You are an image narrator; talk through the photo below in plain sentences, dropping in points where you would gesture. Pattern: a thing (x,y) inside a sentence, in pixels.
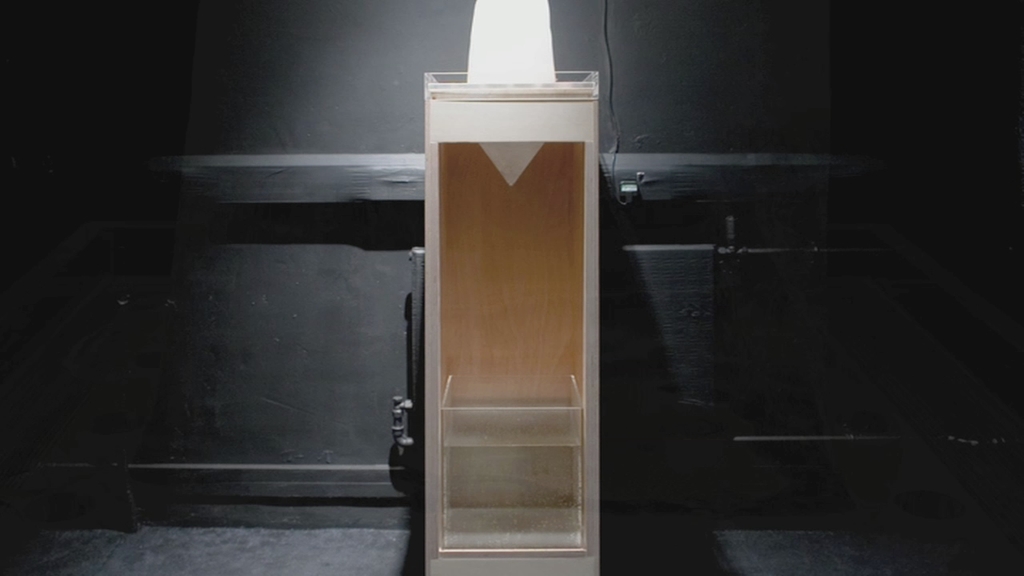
In the middle of the image (568,207), there is a white color object (496,35) placed in a box (535,206) which is covered with a glass (471,532). In the background (339,208), there is a wall (335,98). And the background (332,86) is dark in color.
